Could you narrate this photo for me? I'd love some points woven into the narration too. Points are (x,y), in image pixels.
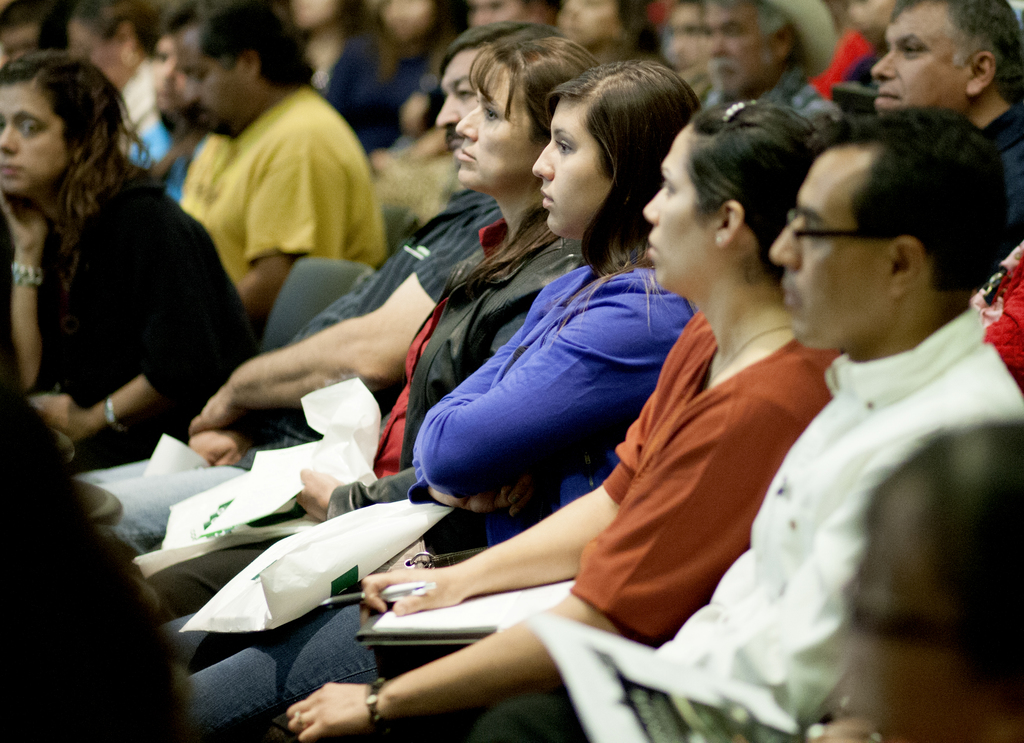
In the image few people (820,124) are sitting and holding something in their hands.
